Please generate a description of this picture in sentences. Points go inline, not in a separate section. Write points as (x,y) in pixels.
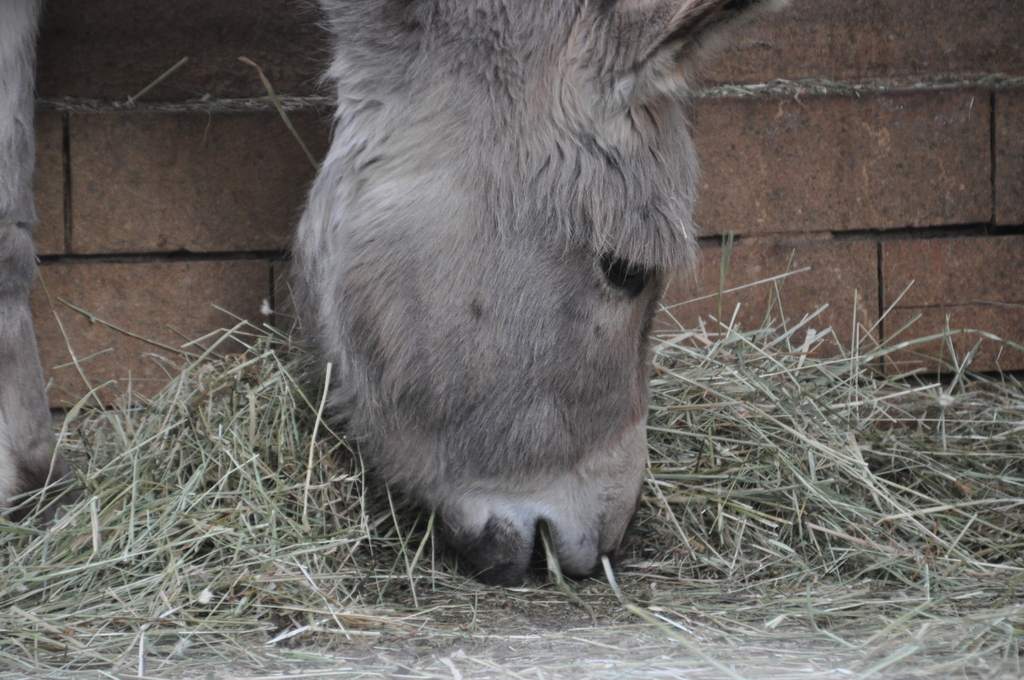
In this image I can see an animal (416,300) eating the grass (730,491) which is on the ground (617,638). In the background (813,242) there is a wall (829,234) and a rope (782,90).
